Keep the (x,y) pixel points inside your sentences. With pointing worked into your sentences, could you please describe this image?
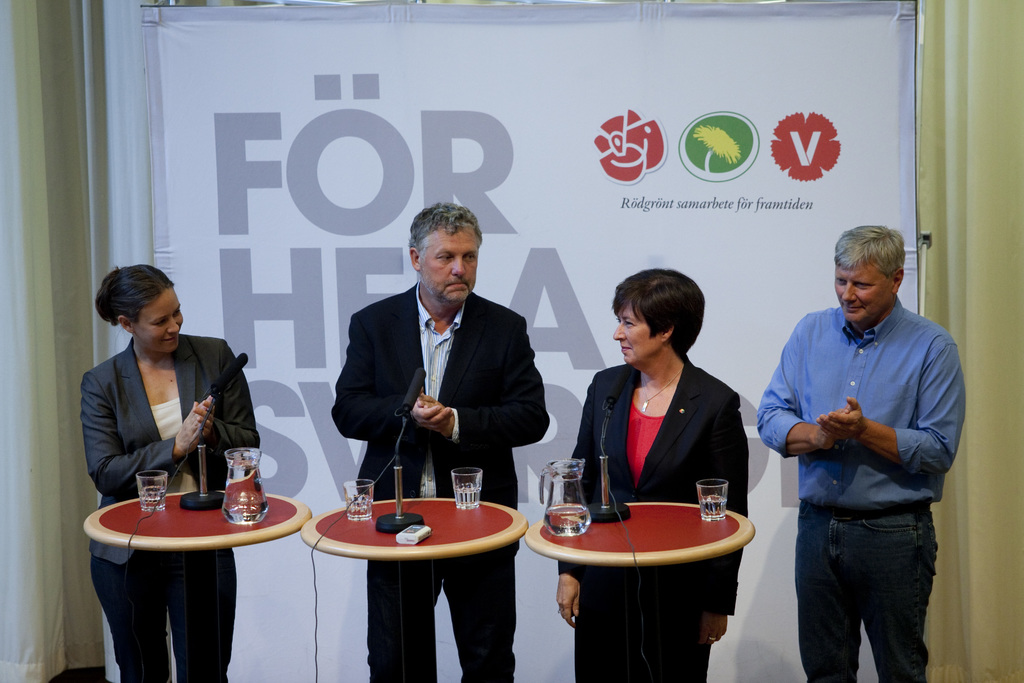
In this picture there are four people (572,589) Standing and there is a banner (504,177) behind them in front of them there is a table (263,528) with water glass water jar (253,515) and a microphone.
